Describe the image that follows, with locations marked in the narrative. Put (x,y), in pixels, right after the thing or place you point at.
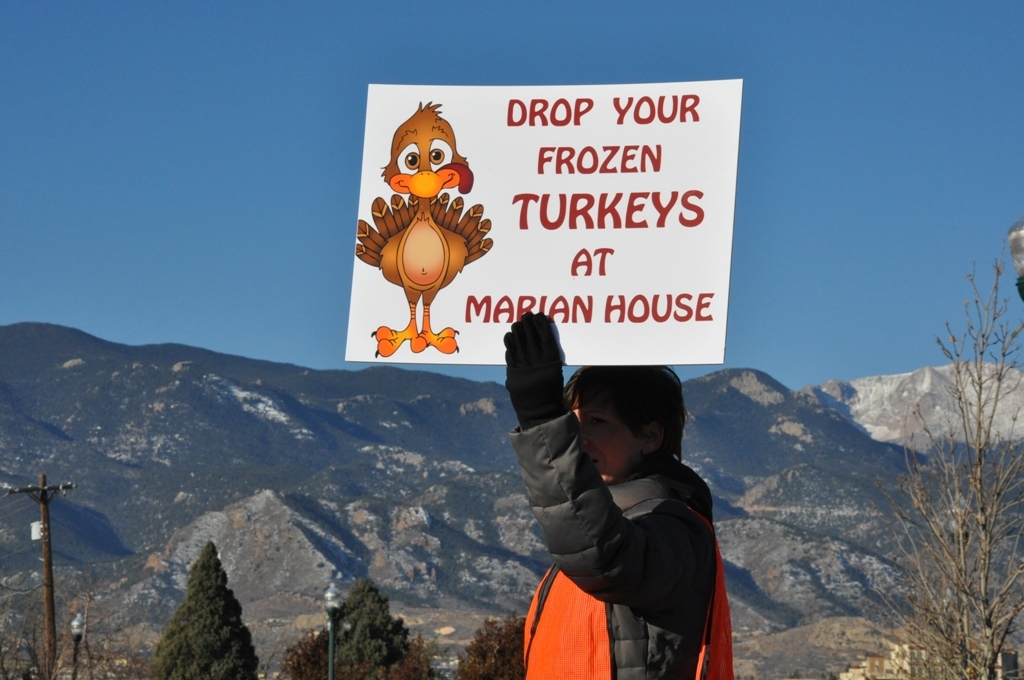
In this image I can see a person (626,531) wearing black and orange colored jacket (628,566) is standing and holding a white colored board (565,310) in hand (545,320). On the board (578,346) I can see a bird (448,258) which is brown and orange in color. In the background (728,492) I can see few trees (218,633), a metal pole (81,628), few mountains (194,463) and the sky (809,196).
